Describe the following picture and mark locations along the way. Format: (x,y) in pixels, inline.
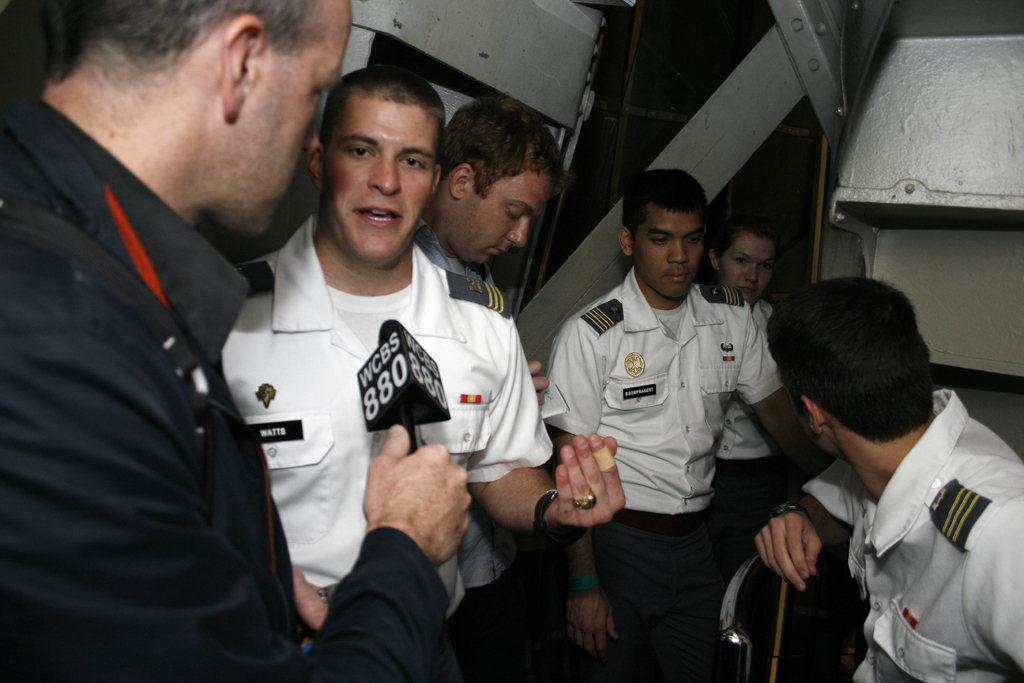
In this image I can see five persons (757,460) in a uniform (765,503) and one person (433,498) is holding a mike (410,368) in hand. In the background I can see metal rods (751,135). This image is taken may be in a building (877,179).
